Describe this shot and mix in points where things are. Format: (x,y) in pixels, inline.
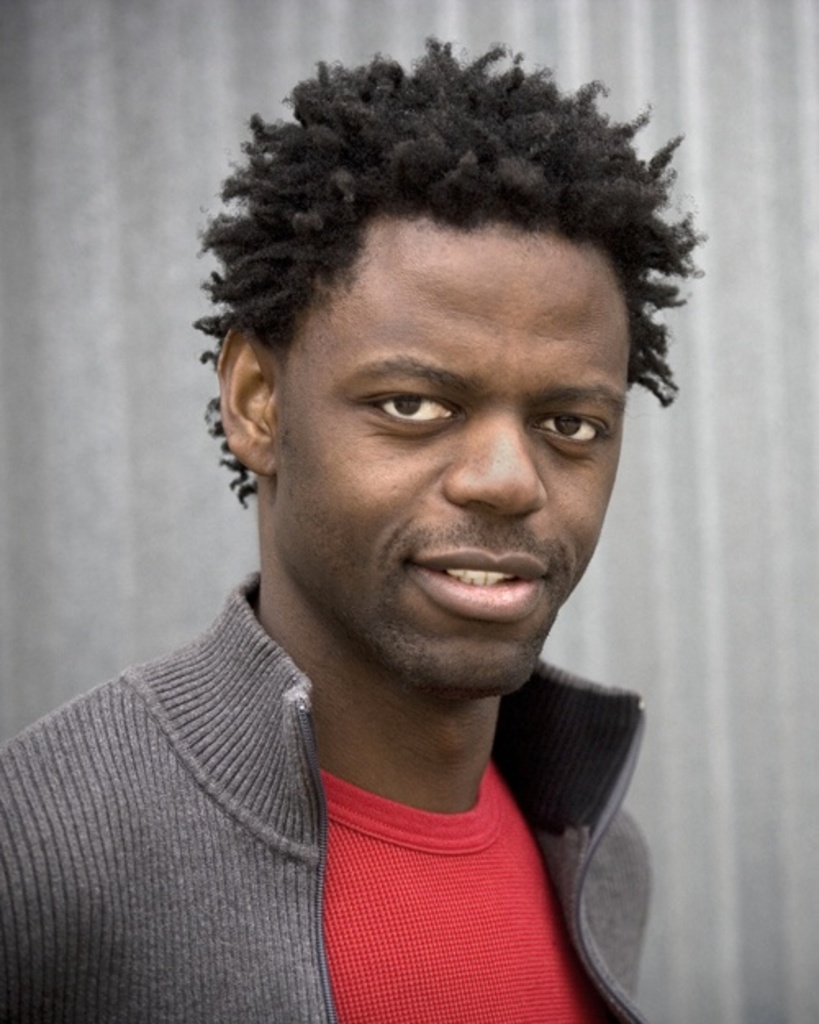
In this image we can see a person (210,952) wearing a gray jacket (245,973) and red T-shirt (504,943) is smiling. The background of the image is in gray color.
